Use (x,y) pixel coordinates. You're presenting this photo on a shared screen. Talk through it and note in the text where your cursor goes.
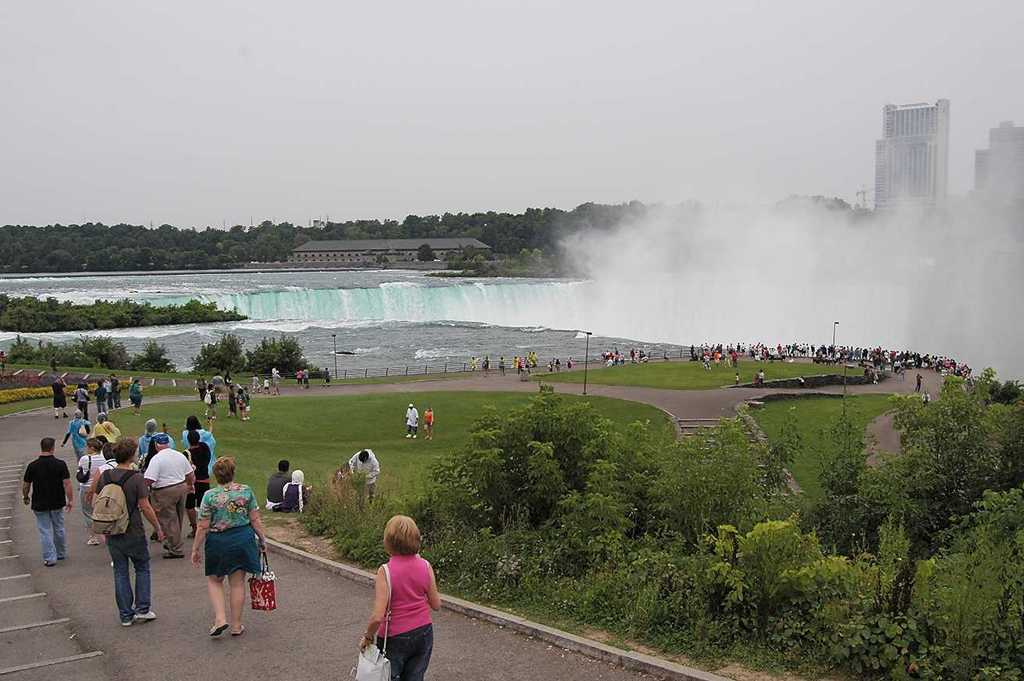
In this image we can see a few people (391,563), among them some are standing and some are sitting, also we can see some people (384,591) carrying bags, there are some trees (160,314), plants (133,318), buildings (380,240), grass (320,379), poles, lights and the waterfall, in the background (568,109) we can see the sky (689,111).
